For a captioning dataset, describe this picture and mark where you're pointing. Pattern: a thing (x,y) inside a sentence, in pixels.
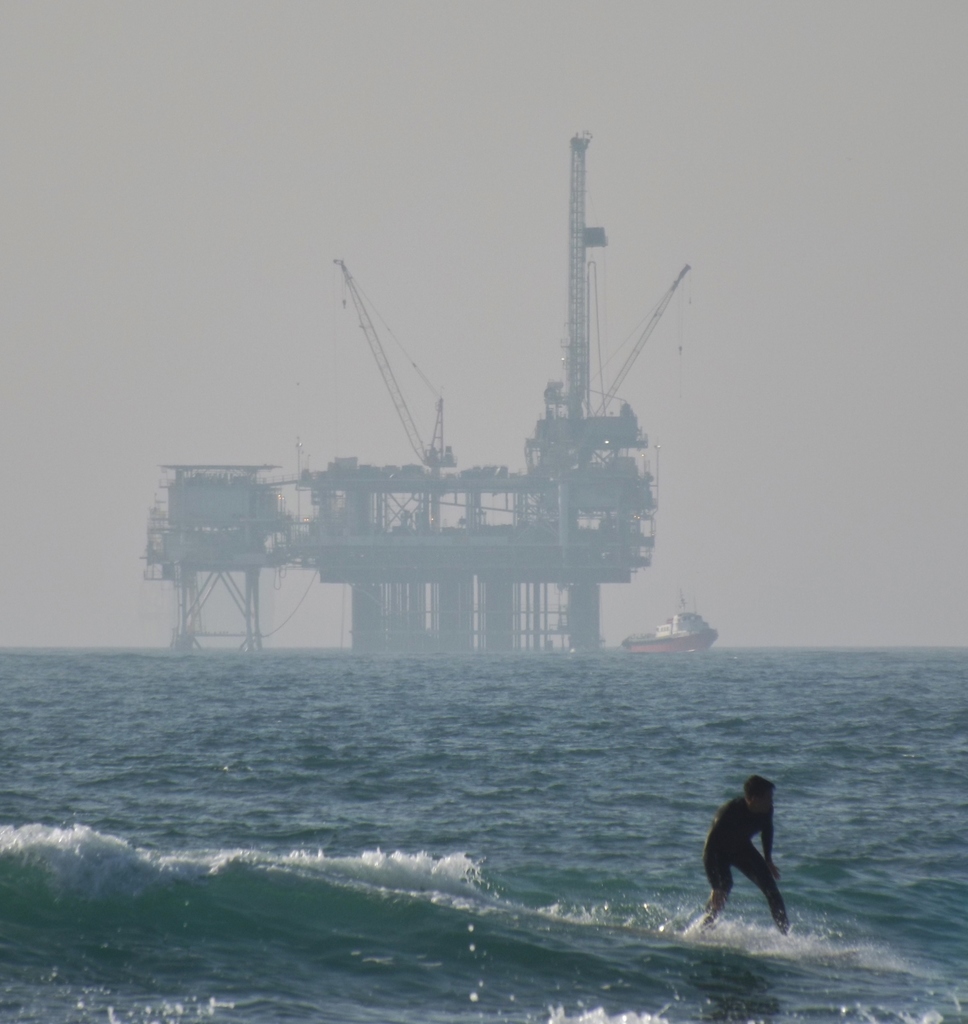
In this picture we can see water (704,836) at the bottom (653,870), there is a person (750,871) surfing in the water (628,890), in the background (581,467) we can see metal rods (601,494), there is a ship (670,628) in the water (611,881), we can see the sky (448,181) at the top of the picture (328,94).
